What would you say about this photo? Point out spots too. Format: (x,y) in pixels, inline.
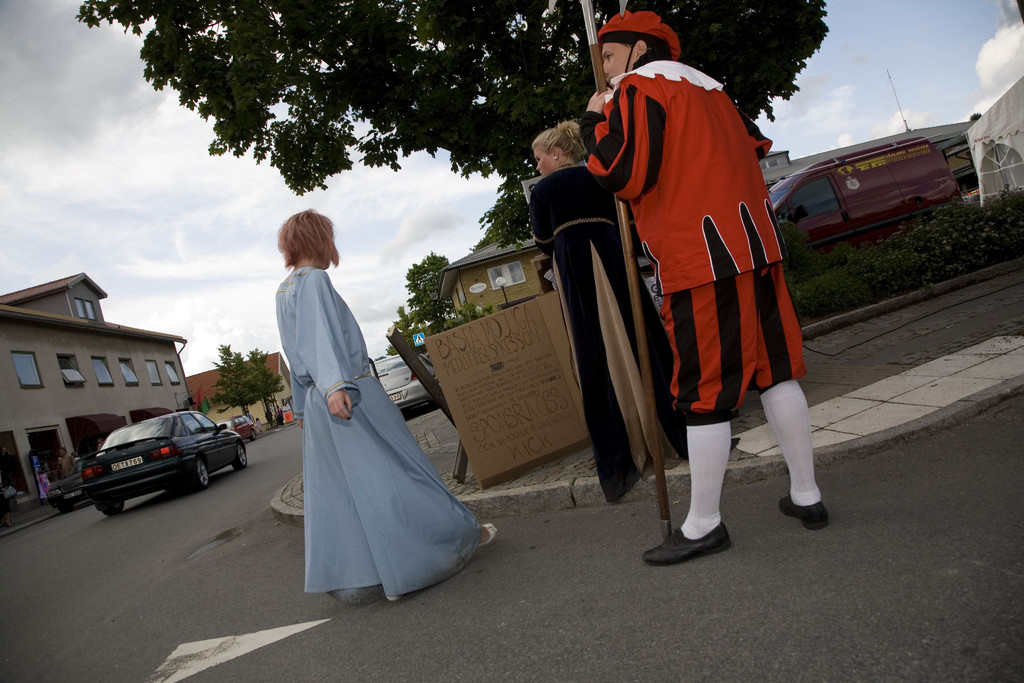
In this picture there is a woman (582,385) who is wearing a black dress (589,286). Behind her there is a man (670,144) who is wearing a red dress (690,299) and black shoes (685,548) and he is holding a stick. In front of him there is a girl (364,398) who is wearing grey dress (396,532) and shoes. On the left (234,449) there is a black color car (141,460) which is running on the road (174,503). Beside that I can see the buildings (271,357), trees (263,398) and other vehicles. At the top (744,70) I can see the tree (429,64). In the top right corner (916,59) I can see the sky (975,55) and clouds (1000,78). On the right (842,190) I can see the van (852,172) which is parked near to the tent (998,143) and plants (906,256).
